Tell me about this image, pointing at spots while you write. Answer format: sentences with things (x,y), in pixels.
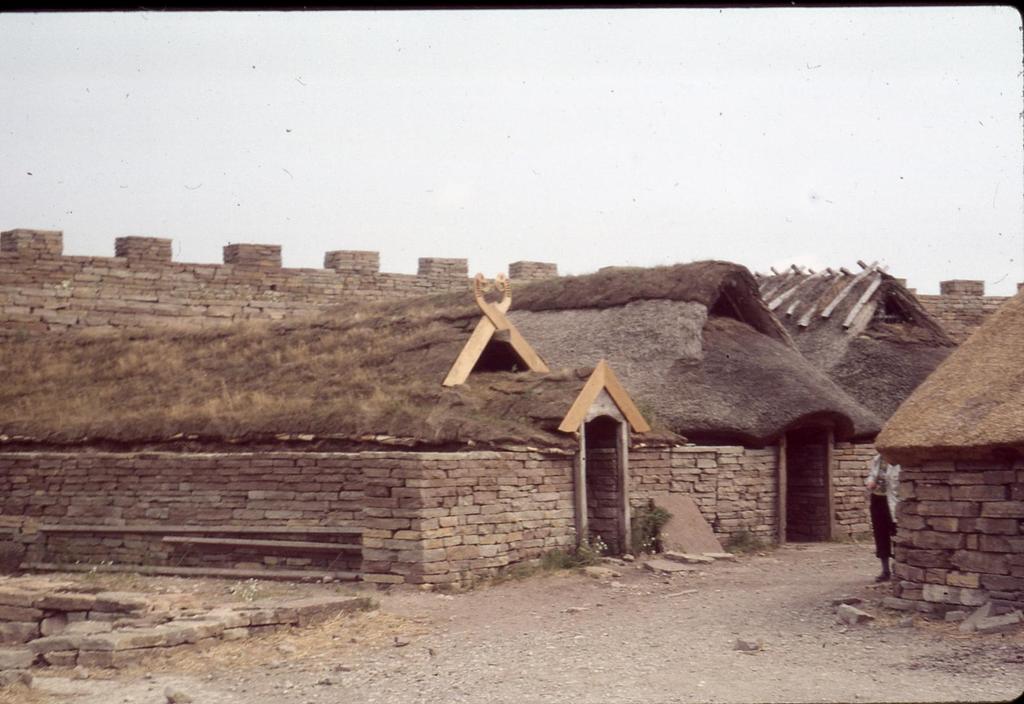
This is an outside view. On the right side (877,513), I can see a person (882,497) on the road (745,608). In the background (563,390) there are few huts (437,354) and I can see a wall (200,294). On the top of the image (473,144) I can see the sky (513,121).
